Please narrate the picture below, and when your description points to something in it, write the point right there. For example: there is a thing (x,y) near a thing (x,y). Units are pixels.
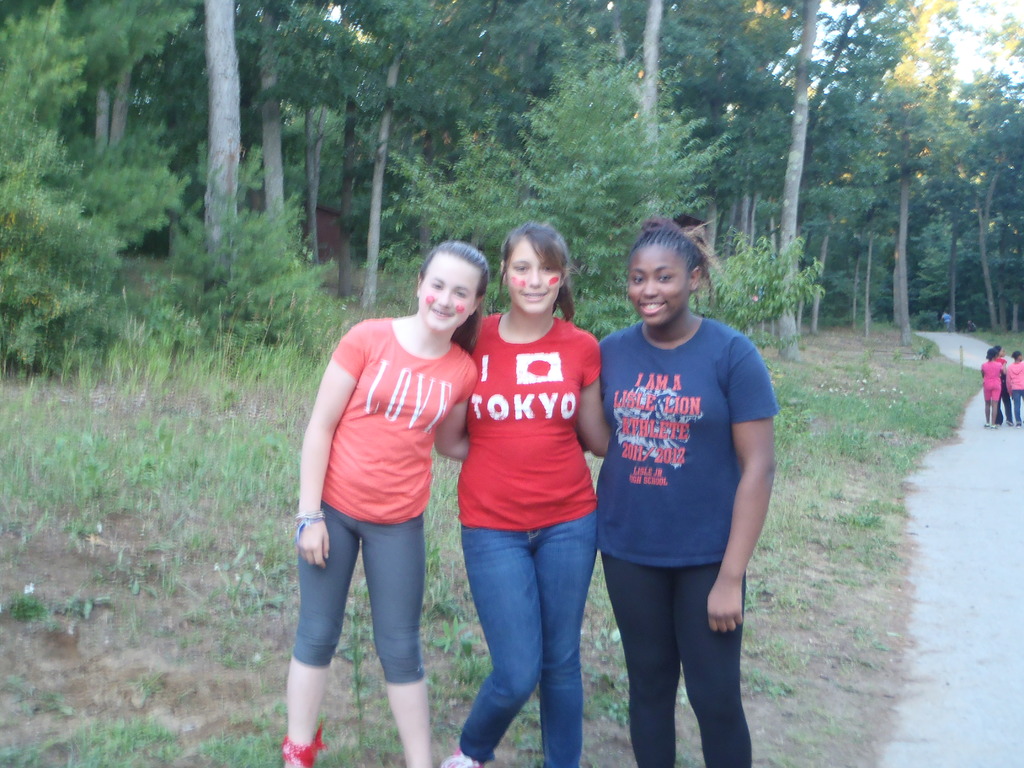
In this picture, we can see a few people (544,316) on the ground (778,555), we can see road (971,516), ground (150,503) with grass (856,532), plants (63,252), trees (563,209) and the sky (1020,70).
